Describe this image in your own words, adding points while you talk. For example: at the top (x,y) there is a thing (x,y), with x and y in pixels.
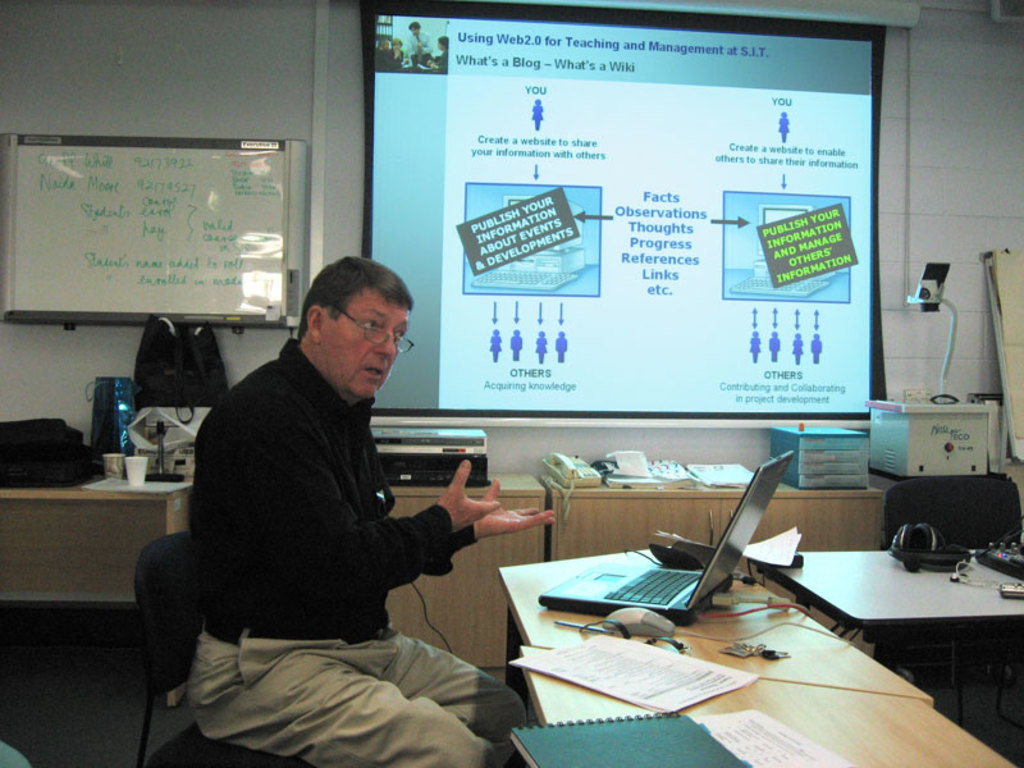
In this image, we can see a person (318,594) sitting on the chair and wearing glasses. In the background (177,340), there is a laptop (688,584), papers (650,682), a book (624,720) and some other objects (662,618) on the tables (863,581) and there is an other chair (955,514) and we can see a screen (425,191) and a board (197,211) on the wall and there is some text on them and there are bags (147,380), cups (117,465), a telephone (557,465) and some other objects (661,479) on the stands (856,516). At the bottom (136,704), there is a floor (60,673).
